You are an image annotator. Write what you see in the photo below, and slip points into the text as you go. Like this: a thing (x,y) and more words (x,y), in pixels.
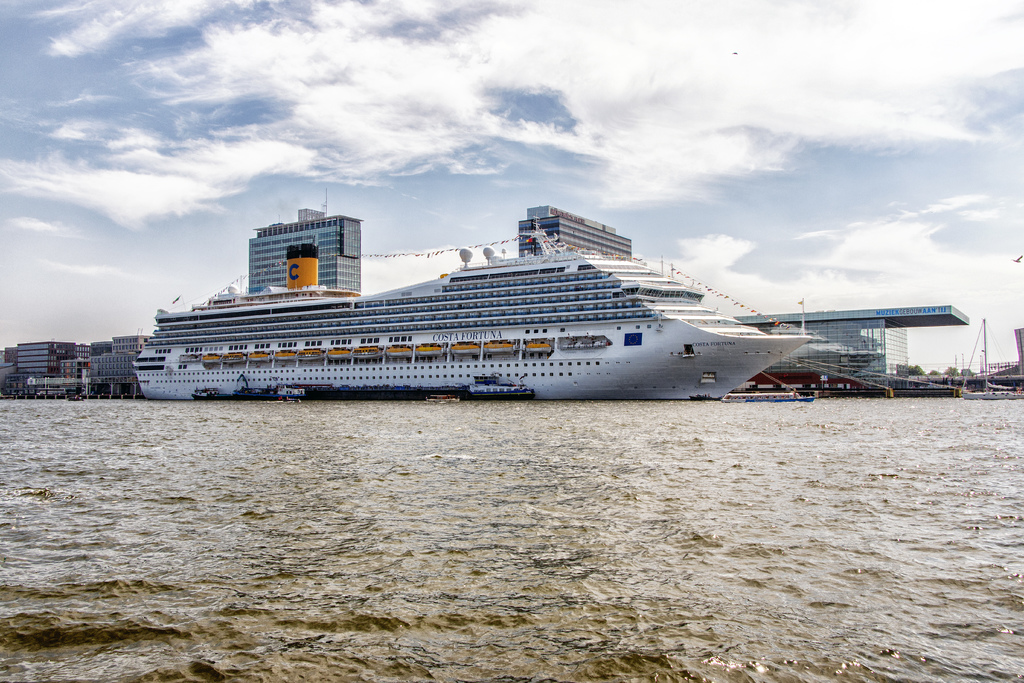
In this picture we can see a ship (384,320) and few boats (243,387) on the water (798,448), in the background (18,343) we can find few buildings (933,320) and clouds (689,141).
